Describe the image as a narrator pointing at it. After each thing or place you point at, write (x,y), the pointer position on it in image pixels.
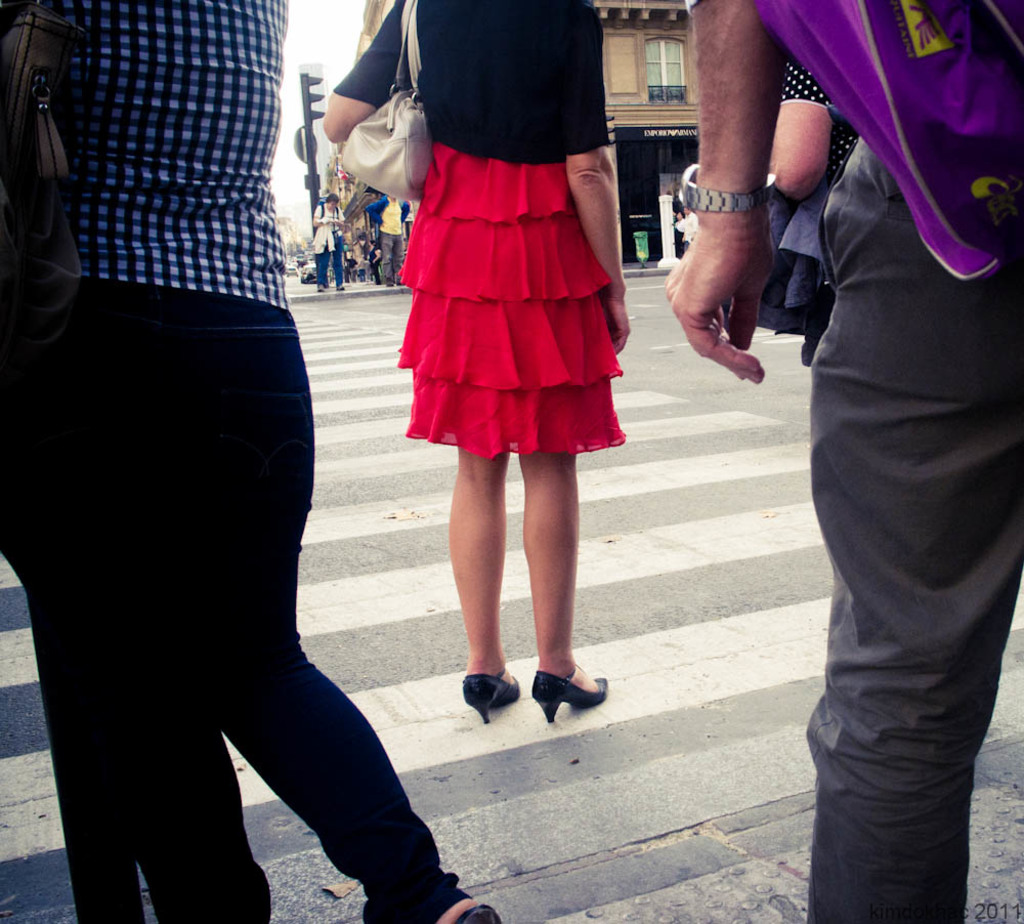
This is the picture of a road (671,626). In the foreground (525,221) there are three persons (454,246) standing on the road (472,809). At the back (398,273) there are group of people (382,256) standing on the footpath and there is a pole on the footpath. At the back (641,117) there are buildings (628,119). At the top (330,17) there is sky (312,21). At the bottom (415,675) there is a road (389,530).
